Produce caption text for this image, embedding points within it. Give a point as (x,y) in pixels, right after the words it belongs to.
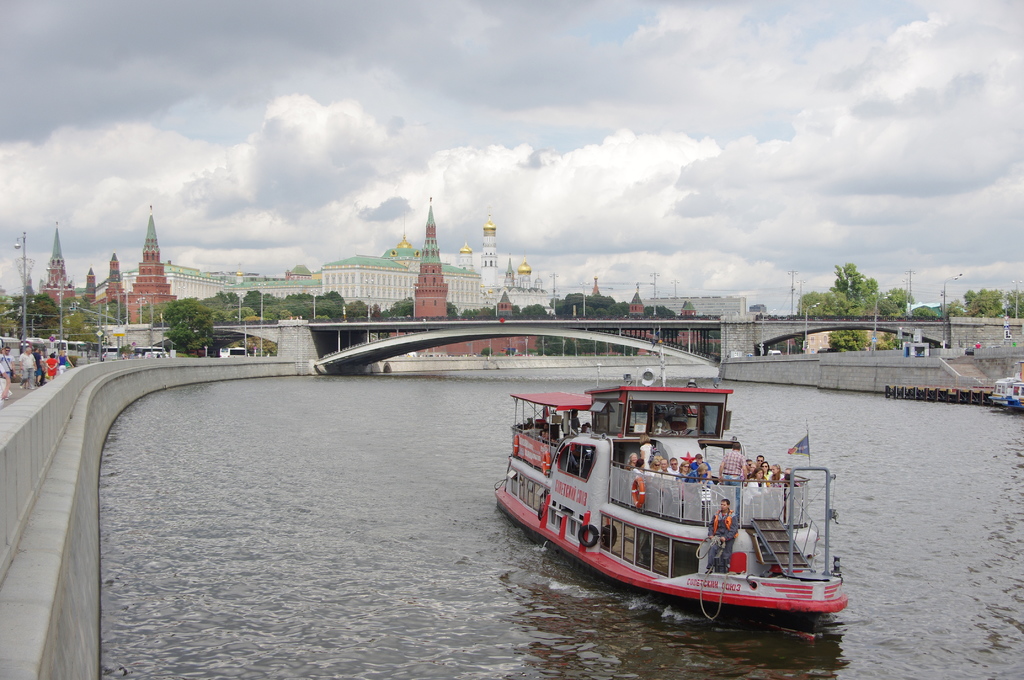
In this image at the bottom (434,566) there is a river (525,544) and also there are some boats (628,487), in the boats (575,487) there are some people (719,531) sitting and in the background (395,333) there is a bridge (749,321), trees (87,325), poles (100,325), wires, buildings (354,280) and some people (48,365) and at the top of the image (425,132) there is sky (369,109).
